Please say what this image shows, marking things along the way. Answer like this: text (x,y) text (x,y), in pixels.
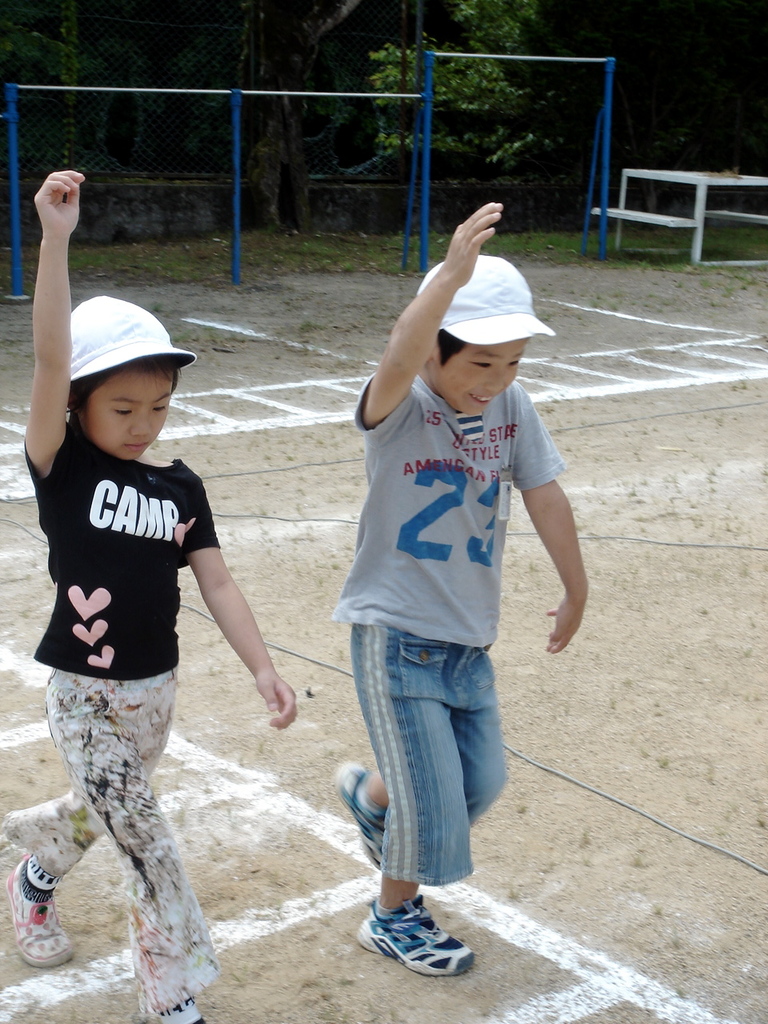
In this image there are two kids (243,606) walking on the ground (237,903) by keeping their hands (45,402) upwards. Two kids (148,323) are wearing the white cap (503,307). On the ground (346,351) there are white markings (610,971). In the background (408,135) there are poles (412,216) and trees (546,83).
